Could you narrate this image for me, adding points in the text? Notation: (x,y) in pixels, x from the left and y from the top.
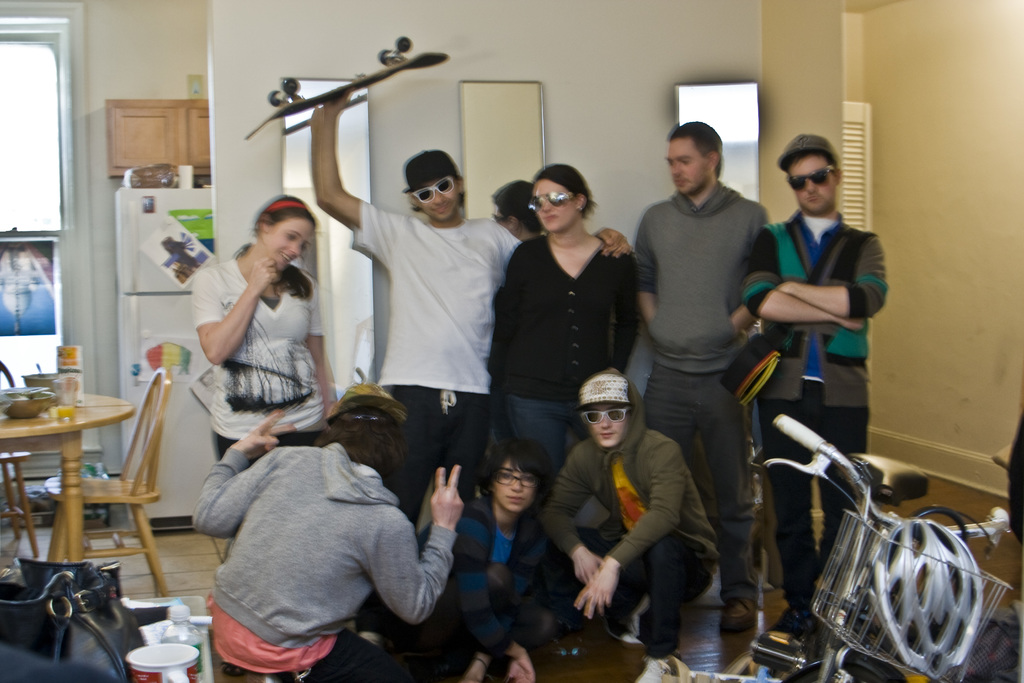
On the bottom (693,594) we can see some persons (491,583) sitting on the floor (622,669). Here we can see group of person (715,286) standing near to the wall (596,145). Here we can see a man (450,329) who is wearing white t-shirt (455,258), goggles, cap (425,175) and trouser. He is holding a skateboard (285,89). Beside him we can see women (577,290) who is wearing black dress (582,343). On the bottom right corner (847,632) there is a bicycle (840,649). On the left (61,420) we can see can (58,366), bowl (44,380), cups (70,392) and other objects (68,409) on the table (35,419). Beside that we can see chairs (104,486). Here we can see fridge (142,251) near to the door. On the bottom left corner (180,622) we can see purse (126,632) and other objects (196,622) on the table (200,635).
